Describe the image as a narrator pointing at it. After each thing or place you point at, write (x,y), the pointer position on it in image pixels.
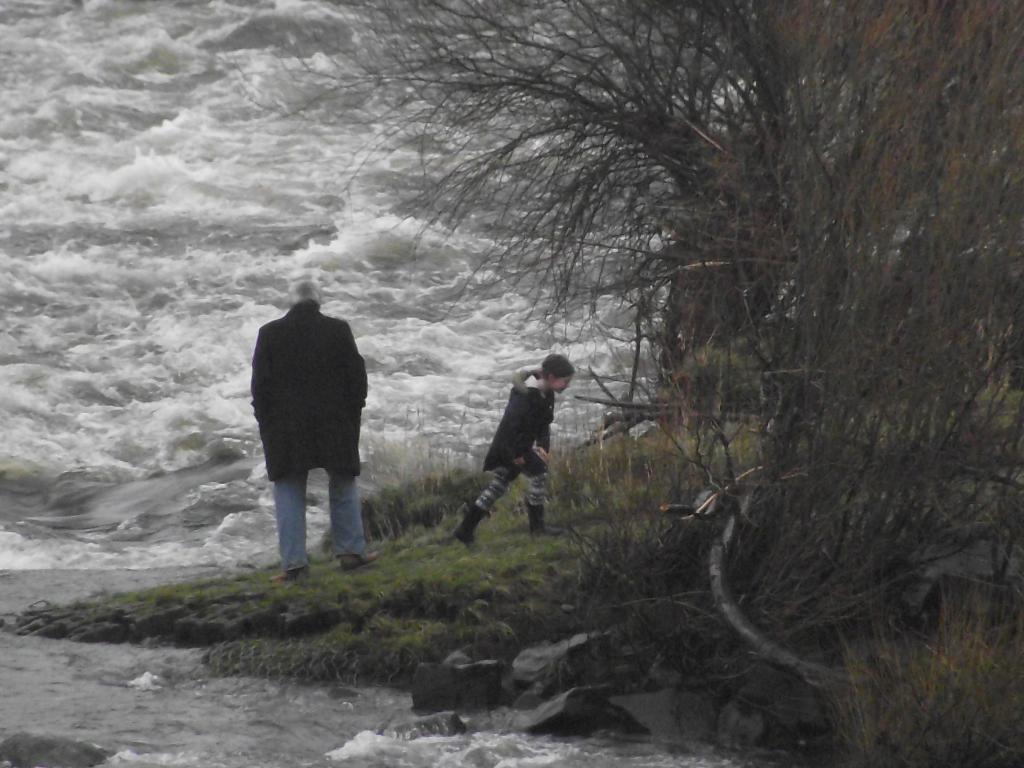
Here we can see a man (349,408) standing on the ground (389,536) and a kid (532,459) walking on the ground (410,506). In the background (201,411) we can see water (78,240), stones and trees (842,434).
